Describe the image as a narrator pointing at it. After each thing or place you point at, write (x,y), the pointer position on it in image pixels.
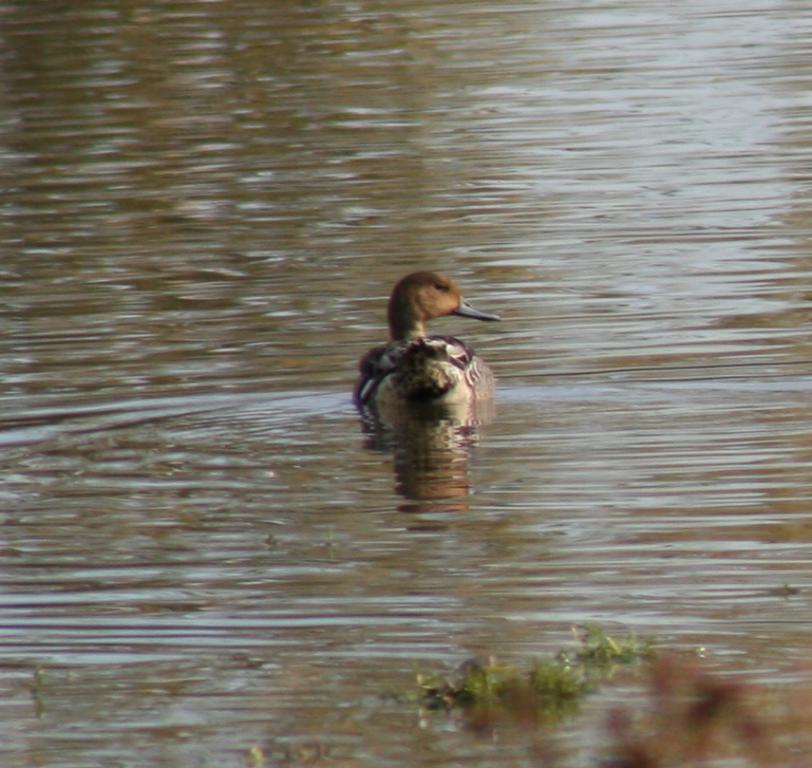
In this image there is bird (432,358) in the water (420,421) which is in the center (403,308). In the front (501,684) there are leaves (530,676) floating on the water (579,642).
